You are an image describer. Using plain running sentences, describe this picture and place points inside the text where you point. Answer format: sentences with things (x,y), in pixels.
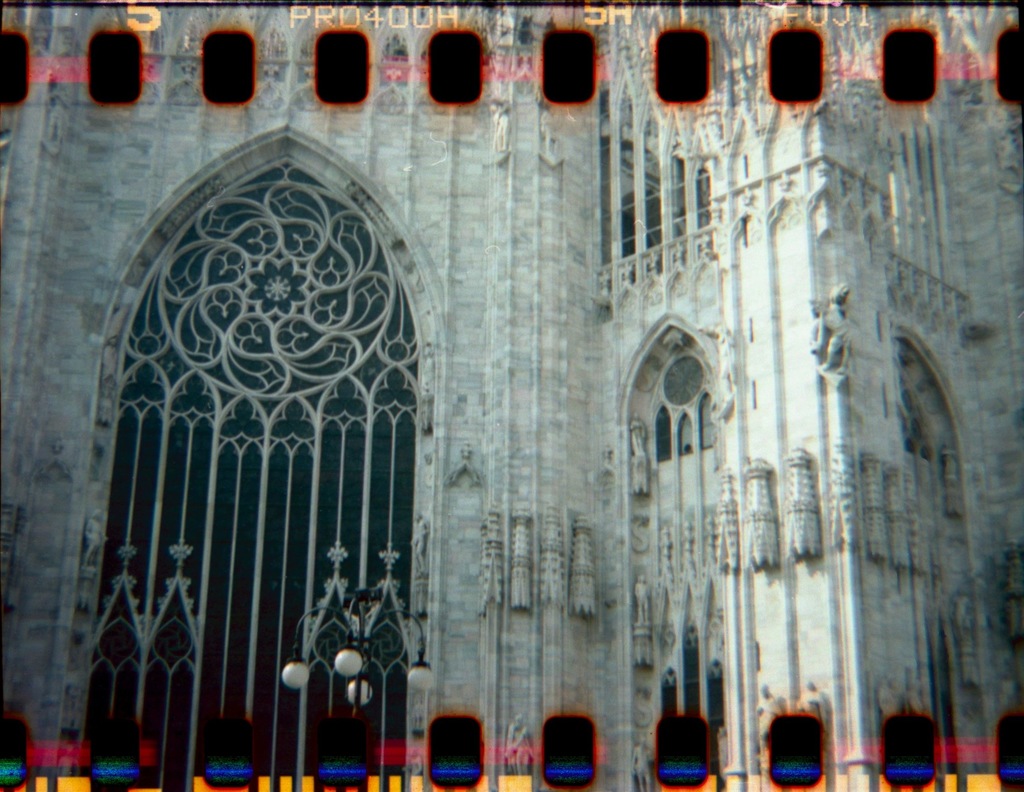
In this picture we can see a building (875,545). On the left (209,497) we can see a window (263,564). Here we can see street light (361,646). On the top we can see watermark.
